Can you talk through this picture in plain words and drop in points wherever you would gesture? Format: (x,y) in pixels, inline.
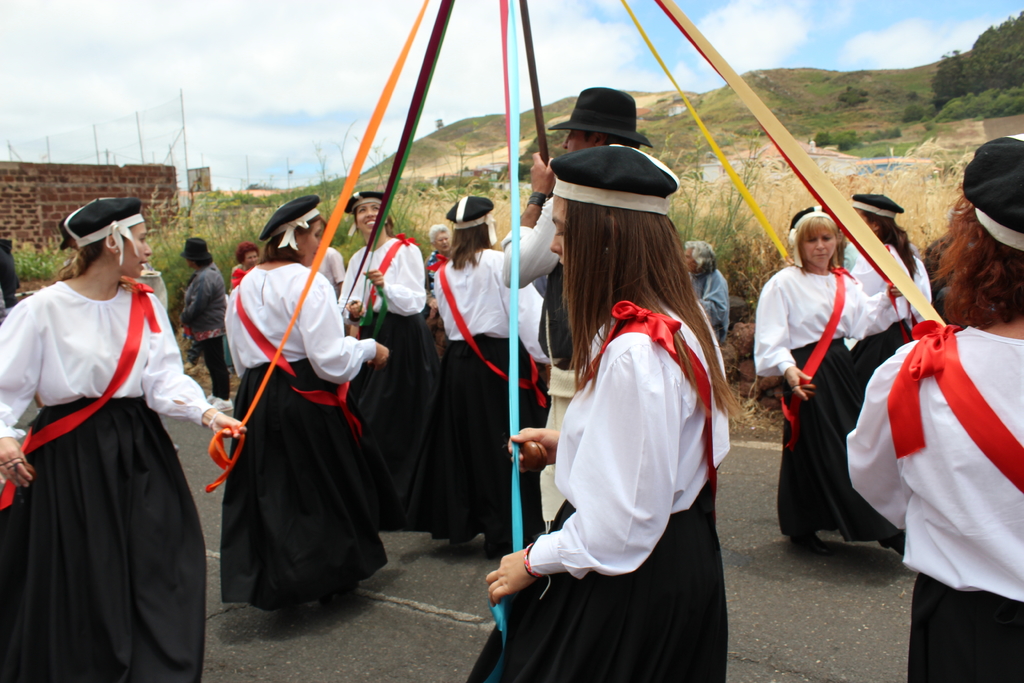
In this image we can see many people (324,418). Some are wearing caps (560,156). Some are holding ribbons (515,208). One person (542,170) wearing hat (590,110) is holding stick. In the back (503,146) there is a hill (774,95) with trees (970,65). On the left side (76,187) there is a brick wall (119,170). In the background (191,66) there is sky (261,51) with clouds (81,65).
